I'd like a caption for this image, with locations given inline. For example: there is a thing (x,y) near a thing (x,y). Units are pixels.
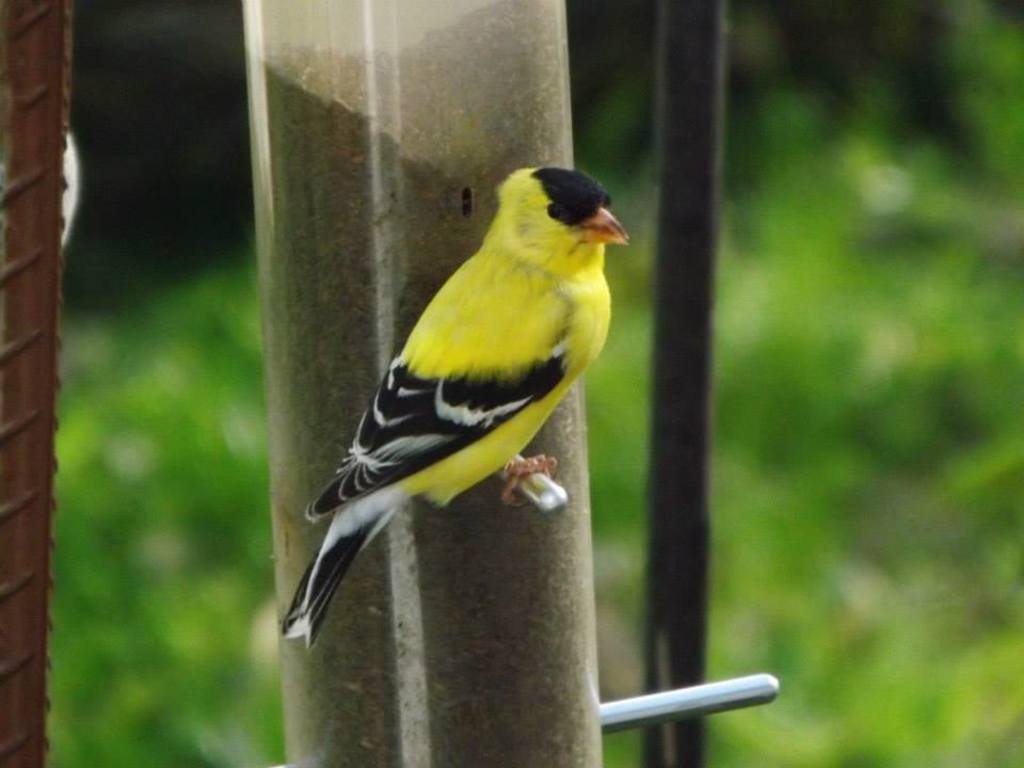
There is a yellow and black color bird (462,407) sitting on a steel bar (528,494). It is attached to the pole (429,207). In the back (688,198) there is another pole (672,474). It is blurred and green in color in the background (853,621).
